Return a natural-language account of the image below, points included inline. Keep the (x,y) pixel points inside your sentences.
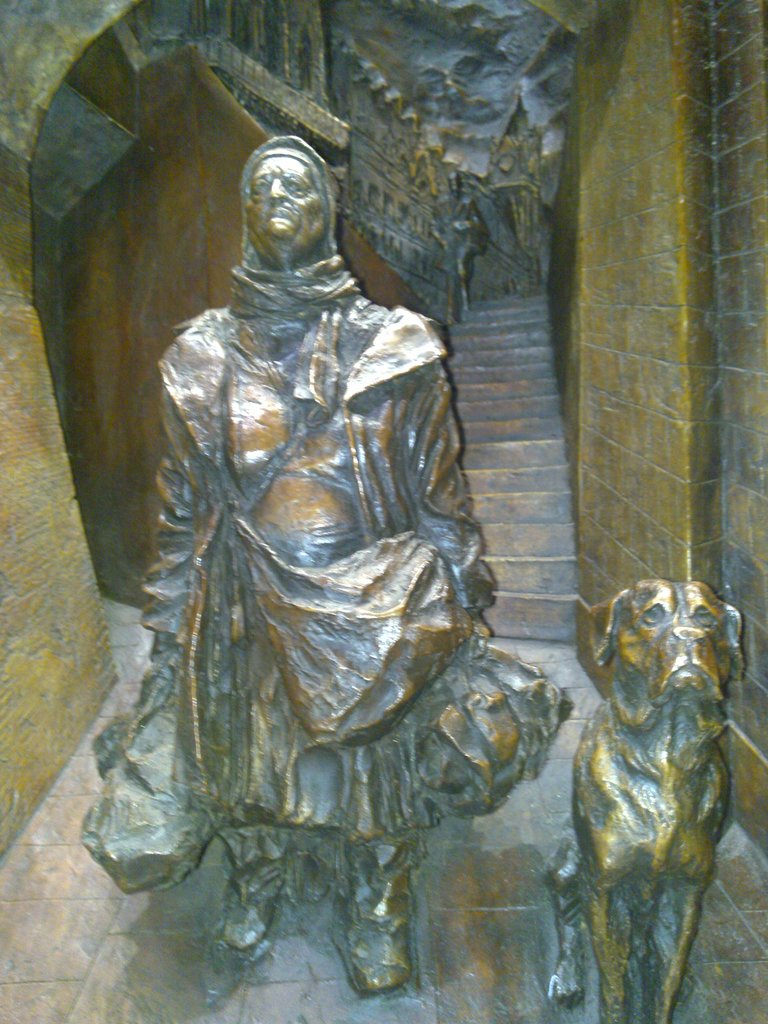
In the image there is a statue (368,414) of a person (387,633) and an animal (678,614). In the background (532,489) there are steps (531,436) and walls (2,432).
